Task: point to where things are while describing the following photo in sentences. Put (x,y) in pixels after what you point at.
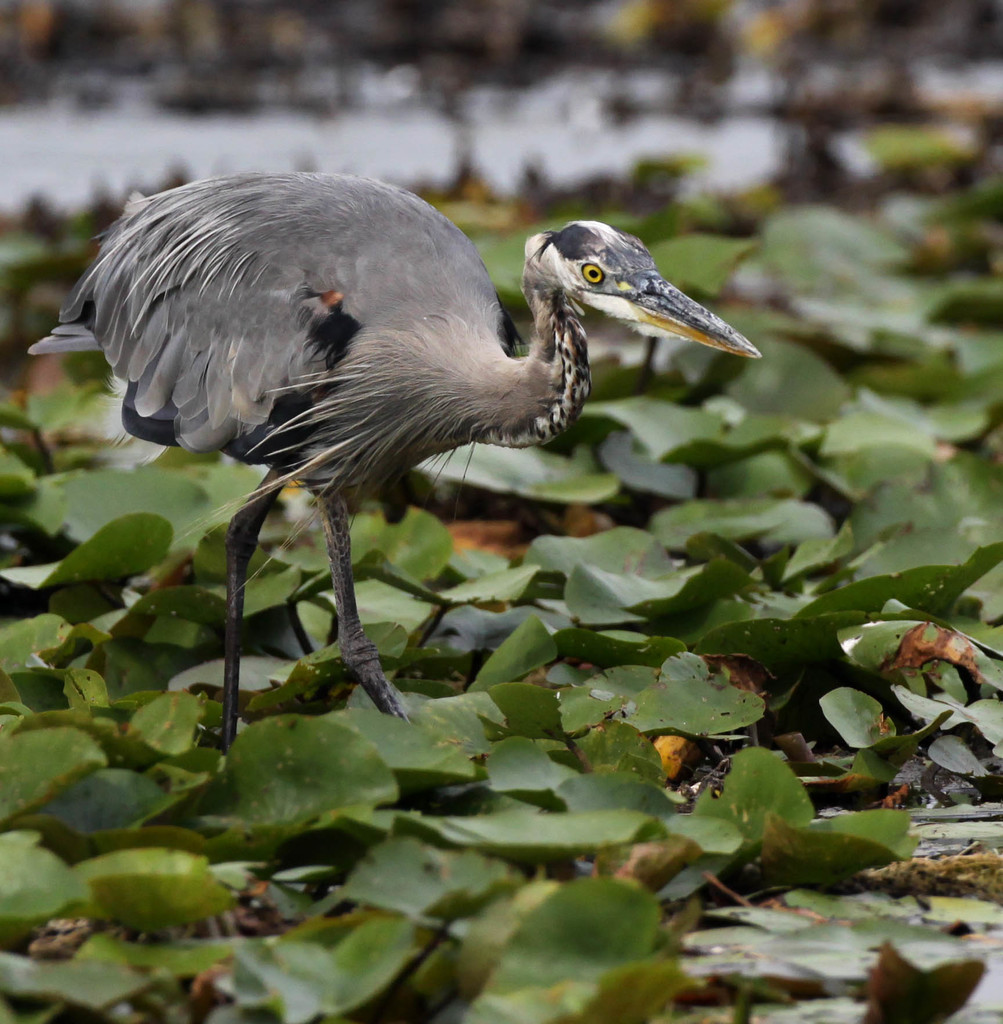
In the picture I can see a bird (442,372) is standing on the ground (520,526). In the background (453,595) I can see leaves (606,663). The background of the image (22,298) is blurred.
